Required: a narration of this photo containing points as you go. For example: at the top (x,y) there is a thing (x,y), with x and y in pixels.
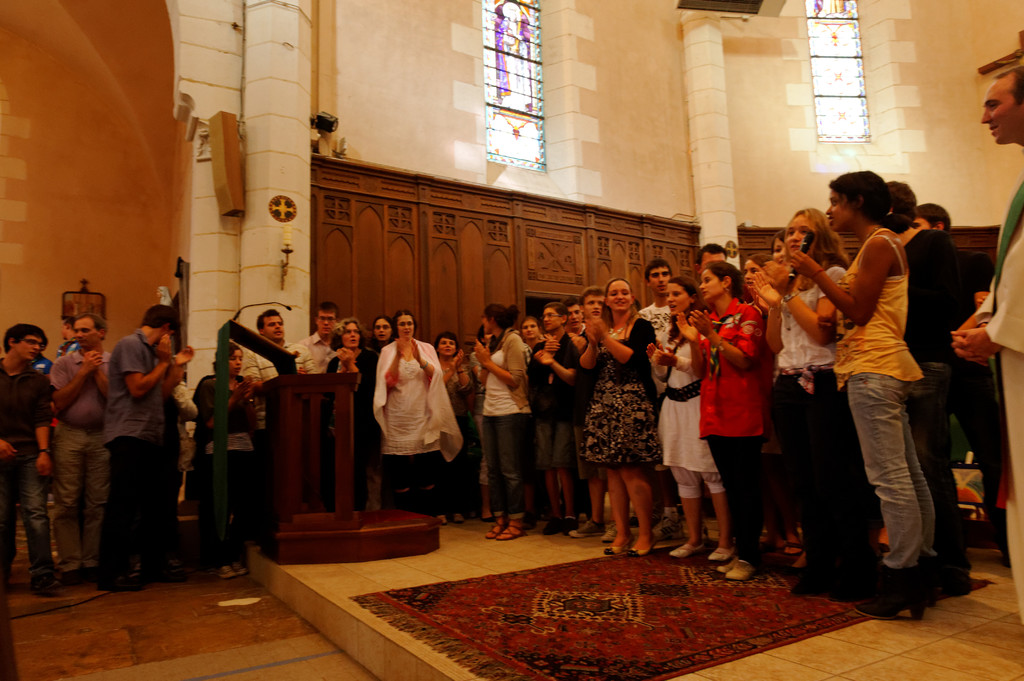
In this image, we can see people (142,403) standing and clapping and one of them is holding a mic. In the background (148,133), there are windows (493,86) on the wall (462,167) and there are pillars (268,161) and some objects (230,167) are placed on the wall (124,285). At the bottom (568,606), there is carpet (520,613) on the floor (329,635).
